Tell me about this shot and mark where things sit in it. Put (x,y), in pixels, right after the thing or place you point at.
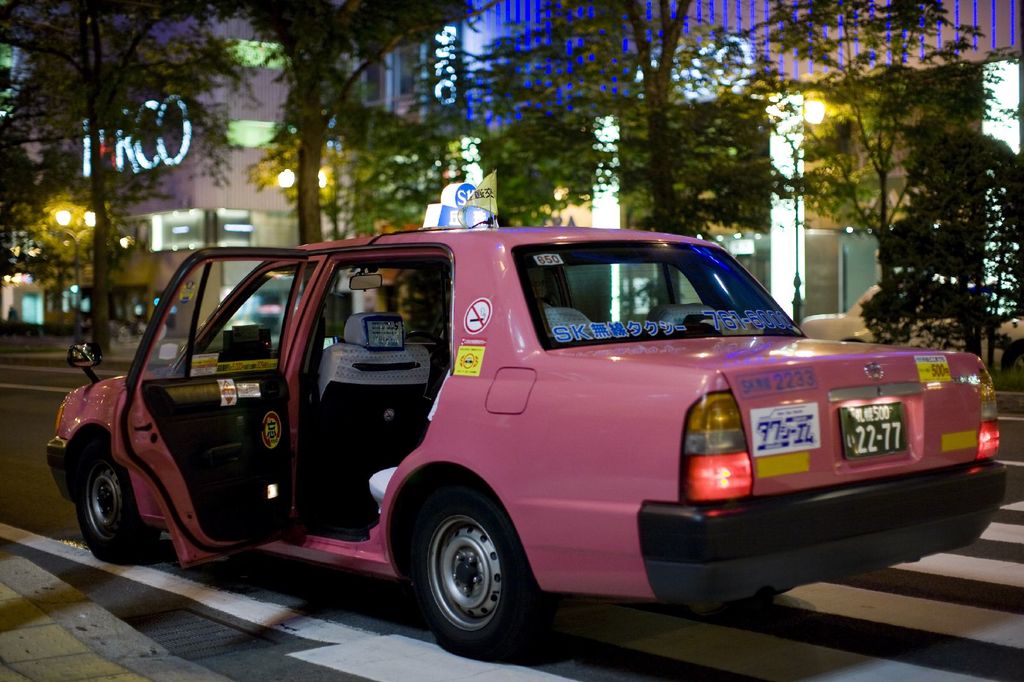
In this picture we can see a car (885,435) on the road (541,656), trees (519,74) and in the background (227,187) we can see buildings (112,178).
